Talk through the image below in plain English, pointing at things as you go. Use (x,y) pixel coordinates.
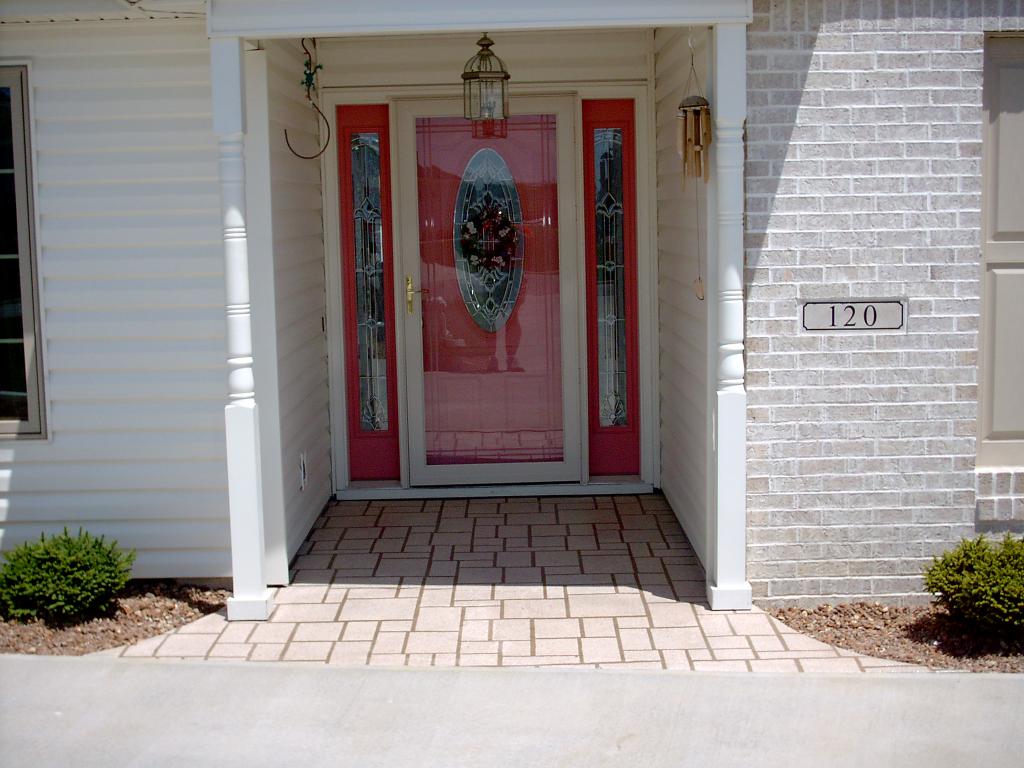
The picture consists of a building (408,272). In the center of the picture (627,371) there are light (470,80), door (454,243) and windows (615,364). On the right (975,580) there are soil (890,641), plant (995,580) and window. On the left (48,567) there are soil (154,610), plant (60,574) and window (18,155).
